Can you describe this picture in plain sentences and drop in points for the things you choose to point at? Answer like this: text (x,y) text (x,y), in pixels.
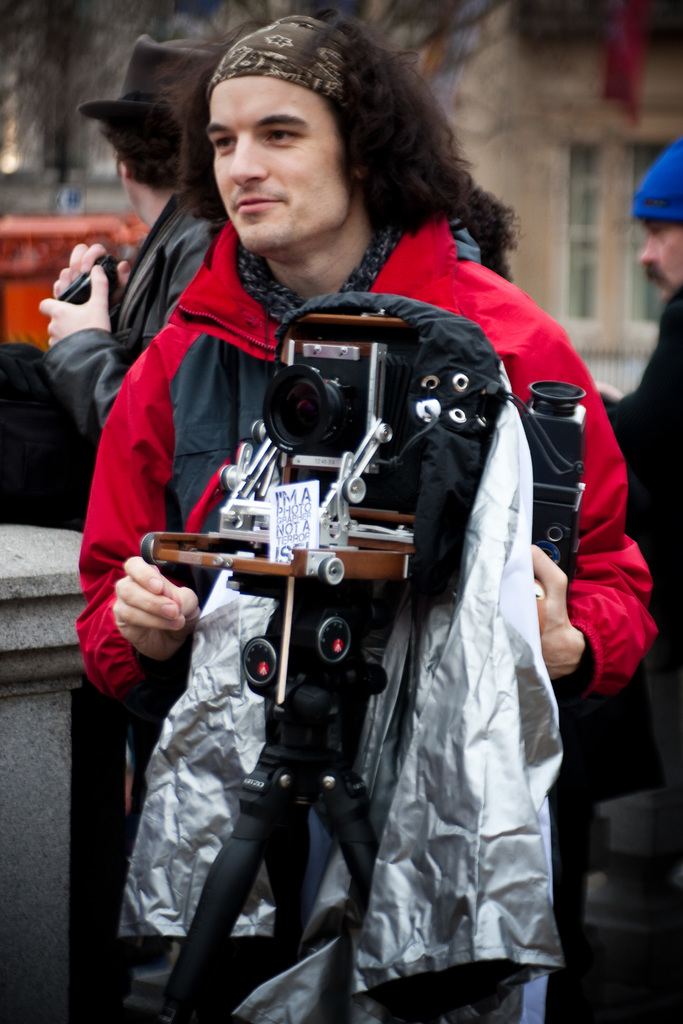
In this image, we can see persons (334,254) wearing clothes (656,351). There is a camera (374,535) in the middle of the image (253,561). In the background (607,228), image is blurred.
